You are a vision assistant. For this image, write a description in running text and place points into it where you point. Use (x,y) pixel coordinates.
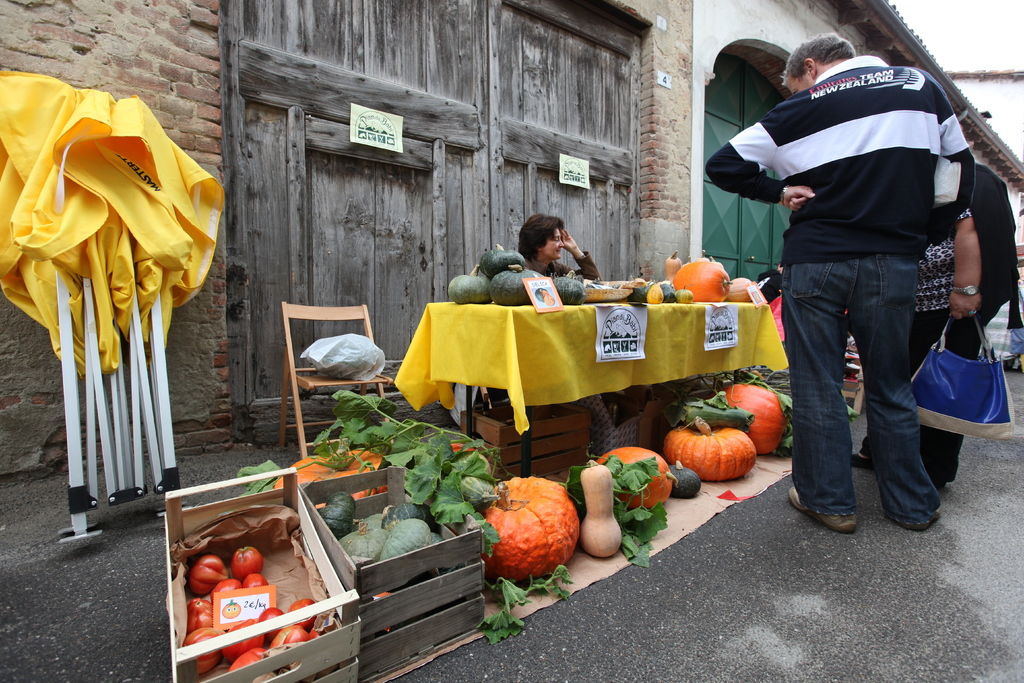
In this image we can see a person (558,270) sitting on chair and selling some pumpkins (666,495), calabazas (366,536) which are on table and there are some persons (864,334) standing and buying those and at the background of the image (256,119) there is wall (87,5), door (259,172) and some yellow tent (117,211).
